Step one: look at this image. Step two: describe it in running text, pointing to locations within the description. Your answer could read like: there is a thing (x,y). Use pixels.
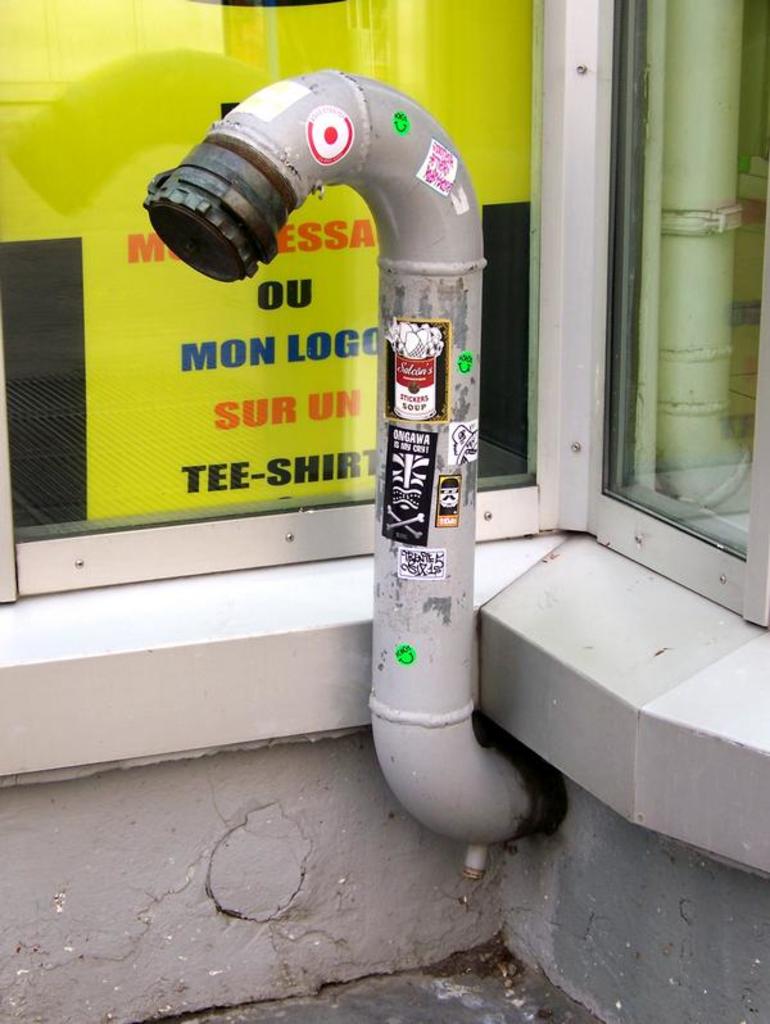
In the image there is a pipe (445,623) with few stickers (436,513) on it. Behind the pipe (479,754) there is a glass window (345,497). Behind the glass (134,279) there are posters (269,314) with some text (263,416) on it. On the right side of the image (691,229) there is a glass (711,310) with a reflection (708,295) of pipe (691,250).
